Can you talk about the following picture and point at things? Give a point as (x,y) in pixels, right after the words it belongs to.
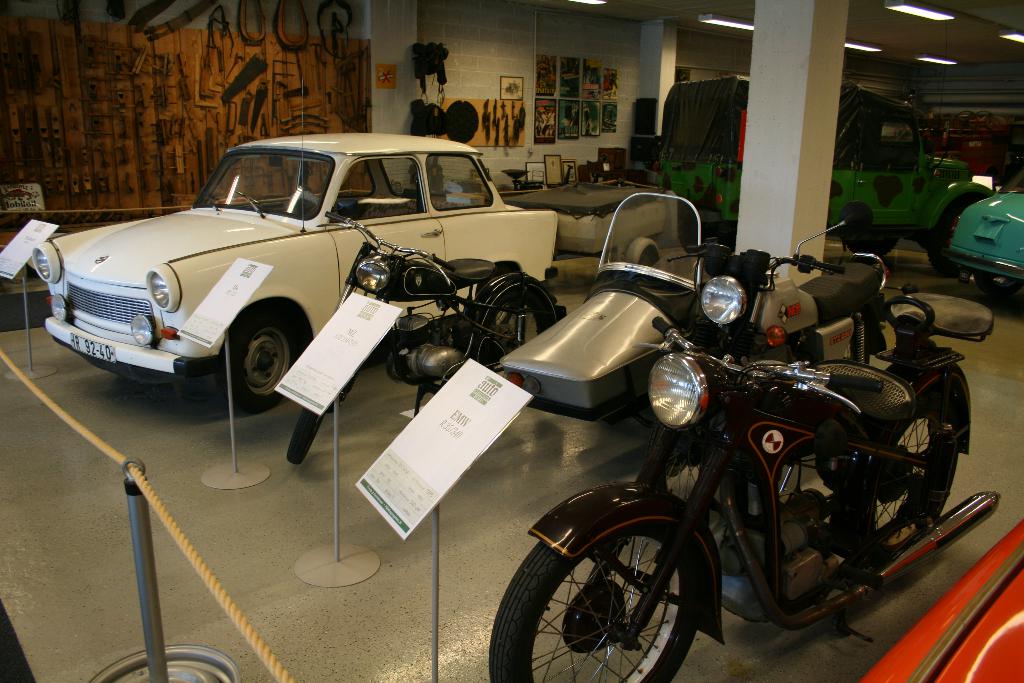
In this picture there are some bikes (340,301) parked in the showroom (446,304). Beside there is a white color small classic car (288,278). Behind there is a green color jeep (897,233). In the background (545,55) there is a white color wall (533,94) with hanging photo frames (540,131).
